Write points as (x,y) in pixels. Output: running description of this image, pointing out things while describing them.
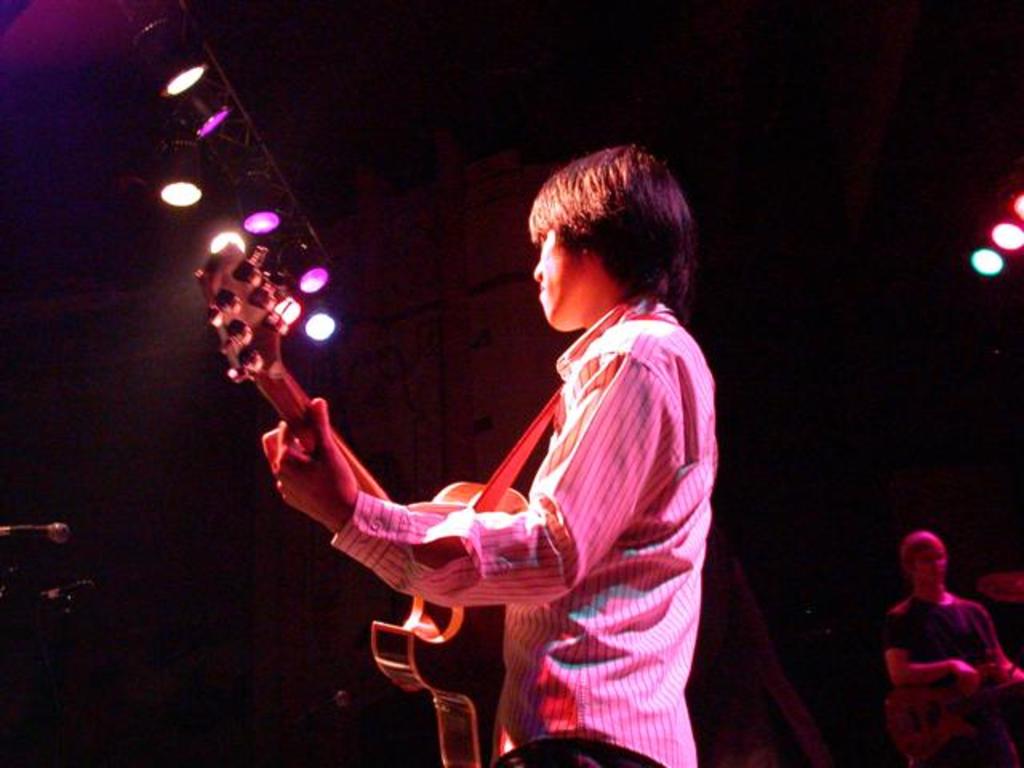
This picture shows a man (531,508) playing a guitar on the stage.
